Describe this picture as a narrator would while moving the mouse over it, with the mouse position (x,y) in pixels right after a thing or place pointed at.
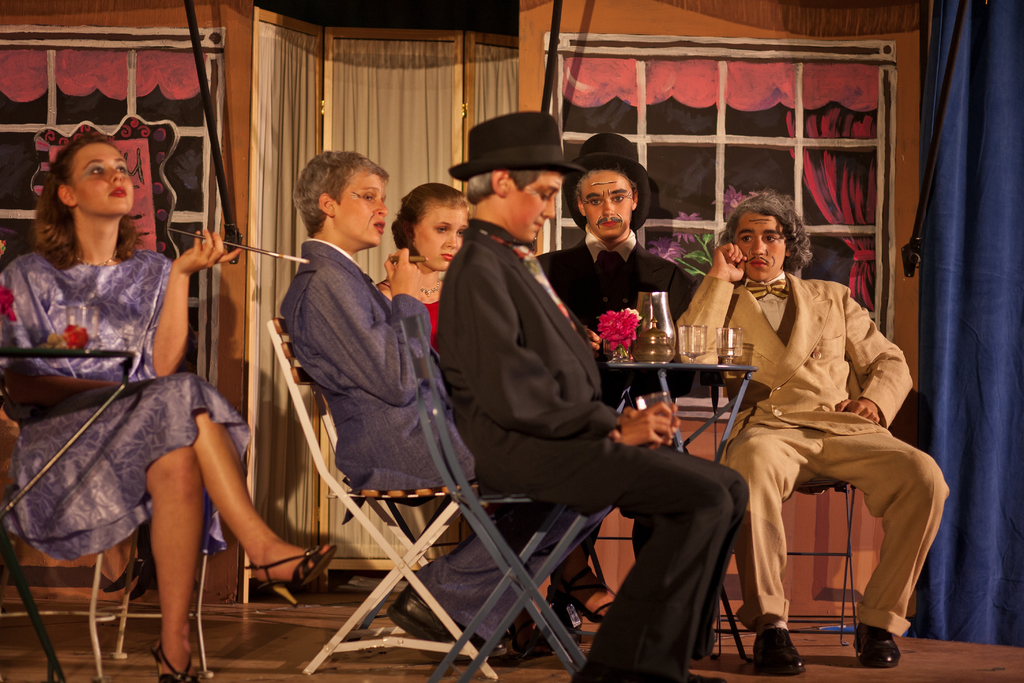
In this image I can see few people (222,429) are wearing costumes (770,365) and makeup (441,236) and sitting on the chairs (477,530). In front of these people (655,386) there is a table (662,366) on which two glasses (720,345), flowers (613,342) and some more objects (642,349) are placed. In the background (438,129), I can see a wall (246,129), white color curtains (426,102) and windows (686,113). On the right side (975,313) there is a blue color curtain (980,363).
